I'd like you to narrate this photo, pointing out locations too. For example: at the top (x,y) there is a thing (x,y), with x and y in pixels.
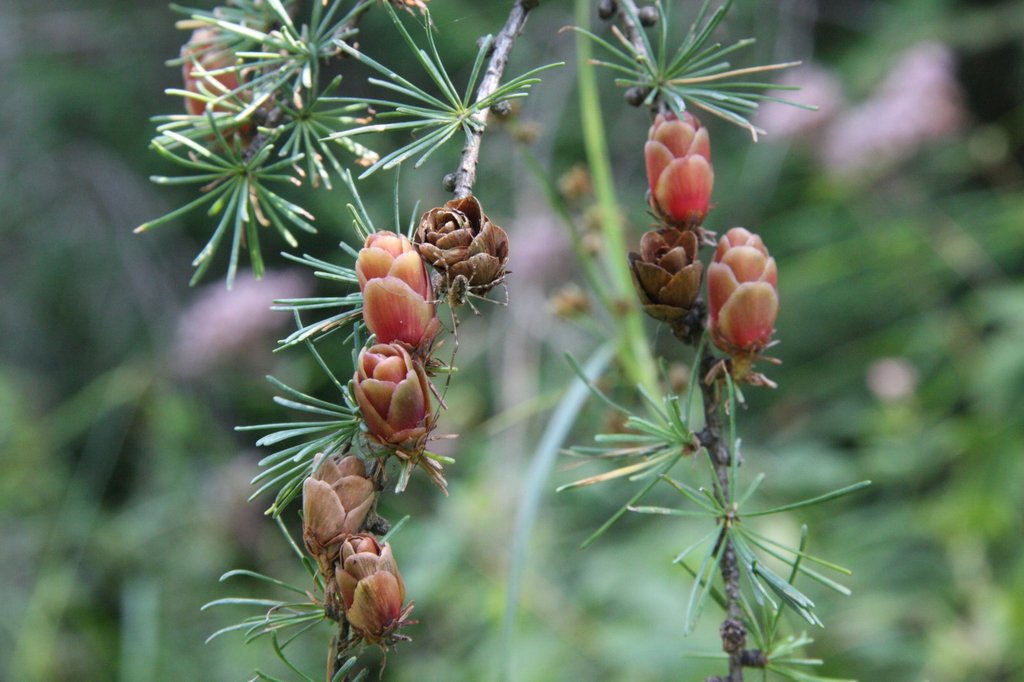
This picture seems to be clicked outside. In the foreground (743,247) we can see the stems (638,47), buds (436,324) and some other objects (657,288). The background of the image (27,244) is blurry.
